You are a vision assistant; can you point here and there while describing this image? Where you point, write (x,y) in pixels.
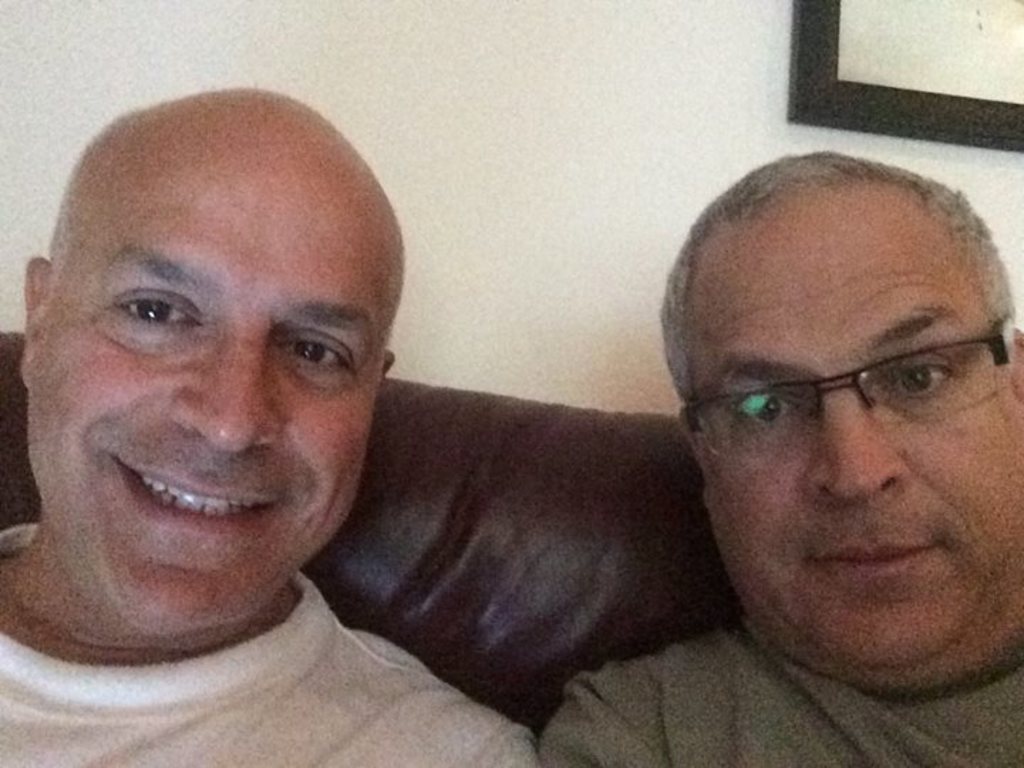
In this image we can see two persons (307,442) sitting on the sofa (534,518), in the background (524,102), we can see a photo frame (831,78) on the wall (573,81).
